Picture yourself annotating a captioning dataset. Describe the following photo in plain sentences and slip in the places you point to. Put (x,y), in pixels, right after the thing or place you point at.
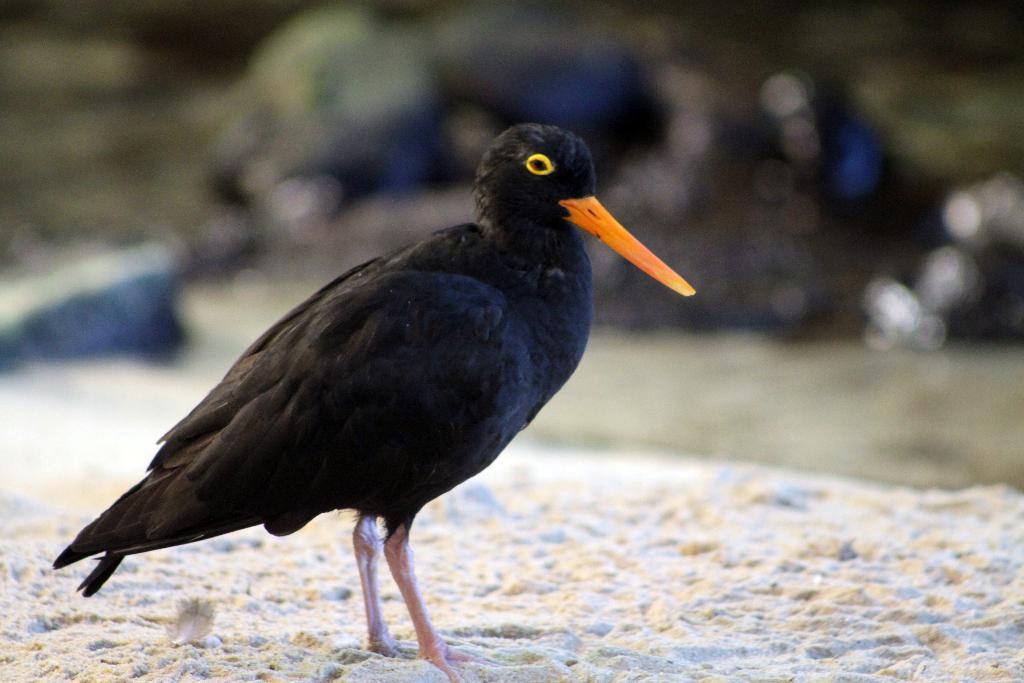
In this picture I can observe black color bird (421,335) in the middle of the picture (409,300). The background (881,402) is blurred.
